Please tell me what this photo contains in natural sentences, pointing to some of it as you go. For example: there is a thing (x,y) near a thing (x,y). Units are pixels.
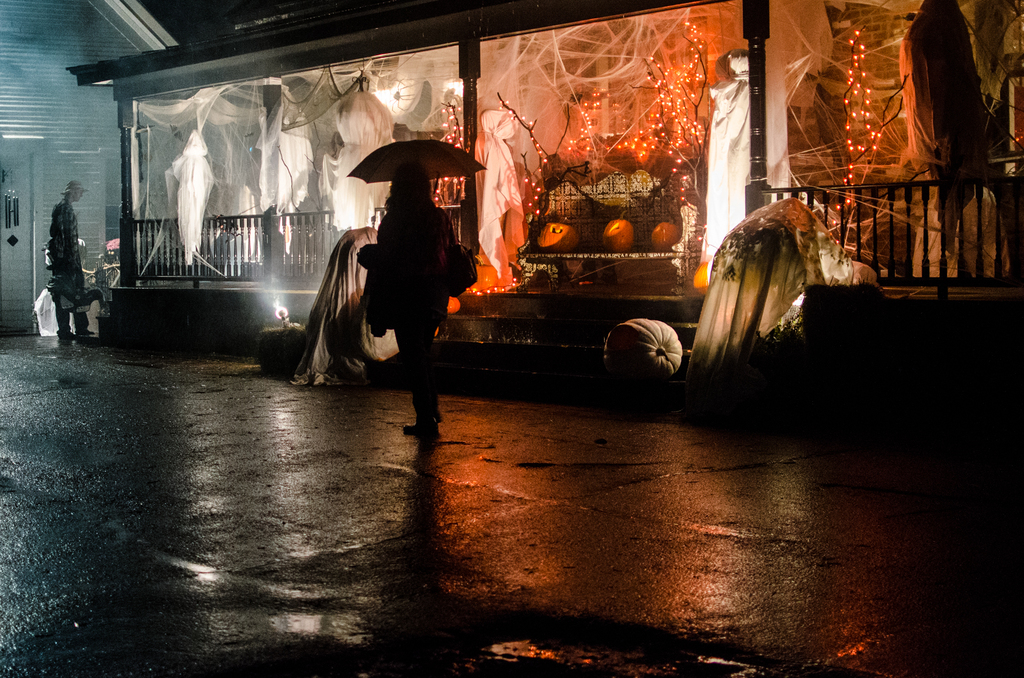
In this picture we can see the glasses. We can see the decoration (489,114) with clothes (489,114), branches (563,137), lights (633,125) and few other objects (632,210). We can see the railing (1018,246), stairs (576,325), clothes (974,252) and objects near a woman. We can see a woman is wearing a handbag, holding an umbrella (464,154). On the left side of the picture (70,255) we can see a man (55,222) standing, wearing a hat (80,188). We can see a house (94,187), wind chime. At the bottom portion of the picture (530,547) we can see the road (344,531).
